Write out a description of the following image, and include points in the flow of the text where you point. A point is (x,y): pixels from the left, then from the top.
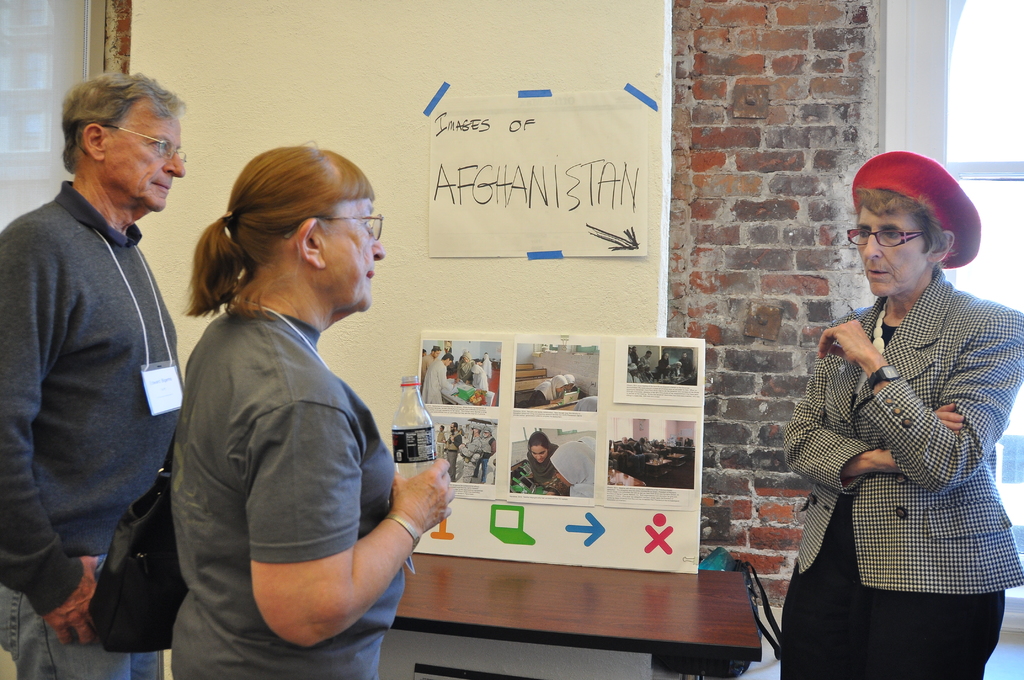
This picture describe about the two women (212,350) discussing something. Behind we can see white poster (502,206) on which ""Afghanistan" is written. Bottom side we can see a collage photography poster (487,531) on the tabletop (603,608). Behind we can see old man (105,289) wearing grey color sweater (74,429) standing and listening to them.
